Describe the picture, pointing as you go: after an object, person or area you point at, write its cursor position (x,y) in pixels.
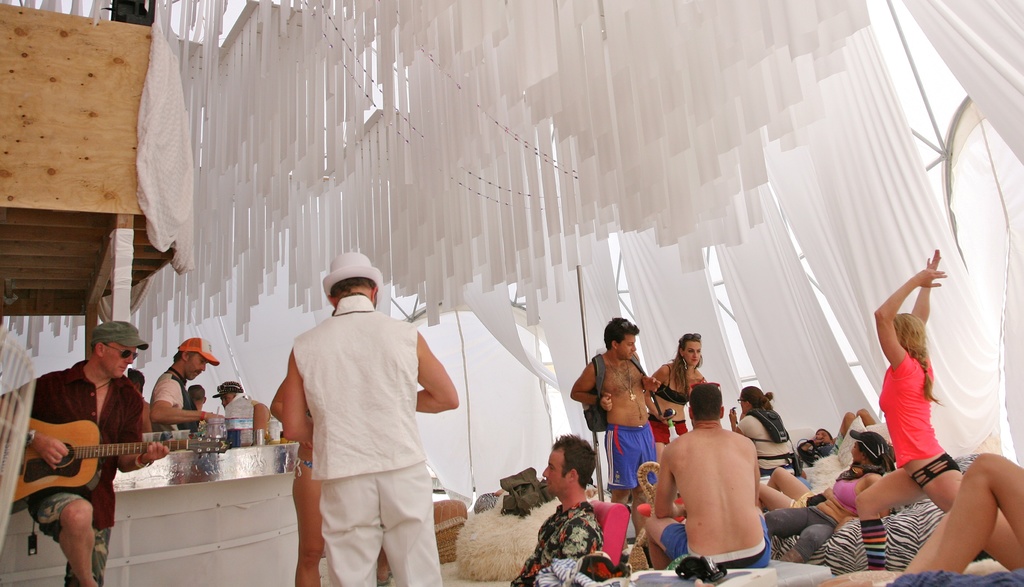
in a picture there are many people (676,395) in which some people (715,402) are sitting and some people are standing one man (49,497) is playing guitar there is a table (246,454) one man (151,403) is serving items (233,445).
